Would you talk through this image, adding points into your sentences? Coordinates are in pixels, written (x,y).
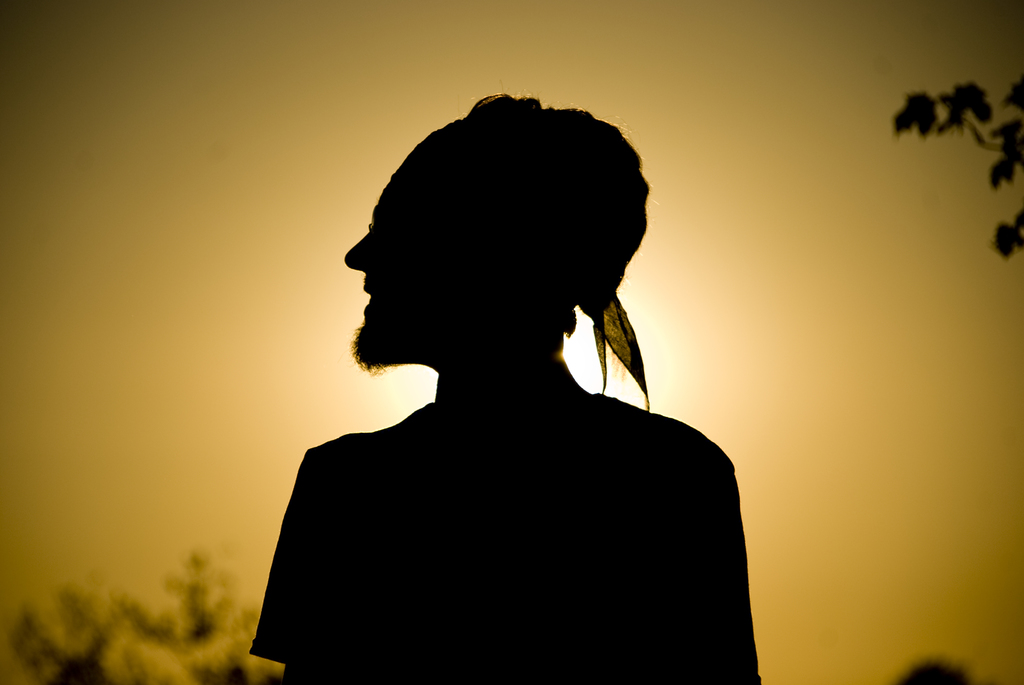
In the foreground of the picture (503,415) there is a person (507,369) standing. On the right (987,111) there is a stem (952,115) of a tree (983,105). On the left (164,650) there is a tree (191,607). Sky (274,272) is sunny.
